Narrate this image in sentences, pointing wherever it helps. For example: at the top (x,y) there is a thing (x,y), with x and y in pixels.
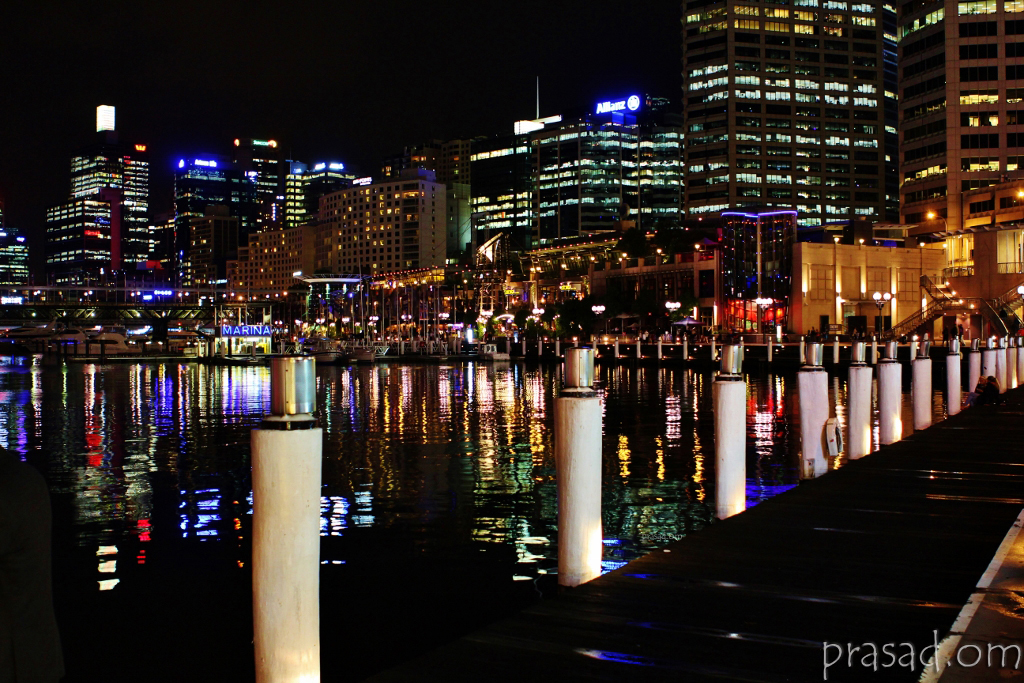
In this image, we can see buildings (552,226), lights (670,306) and there are boards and poles (599,470). At the bottom (442,474), there is water (466,474) and we can see some text (921,641).
